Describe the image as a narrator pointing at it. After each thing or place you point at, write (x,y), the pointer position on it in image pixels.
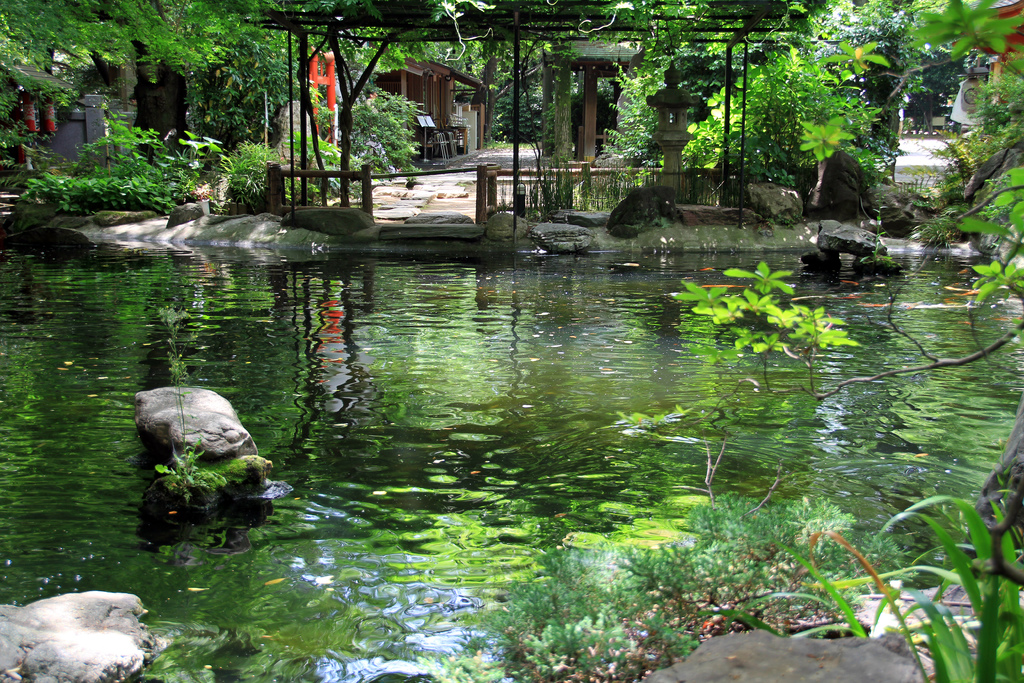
In this image we can see a water body (489,394), a group of plants (716,511) and some stones (290,225). On the backside (442,98) we can see a wooden house (456,87) with roof (426,71), some poles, a fence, a wooden roof (363,16) and a group of plants (372,143).
